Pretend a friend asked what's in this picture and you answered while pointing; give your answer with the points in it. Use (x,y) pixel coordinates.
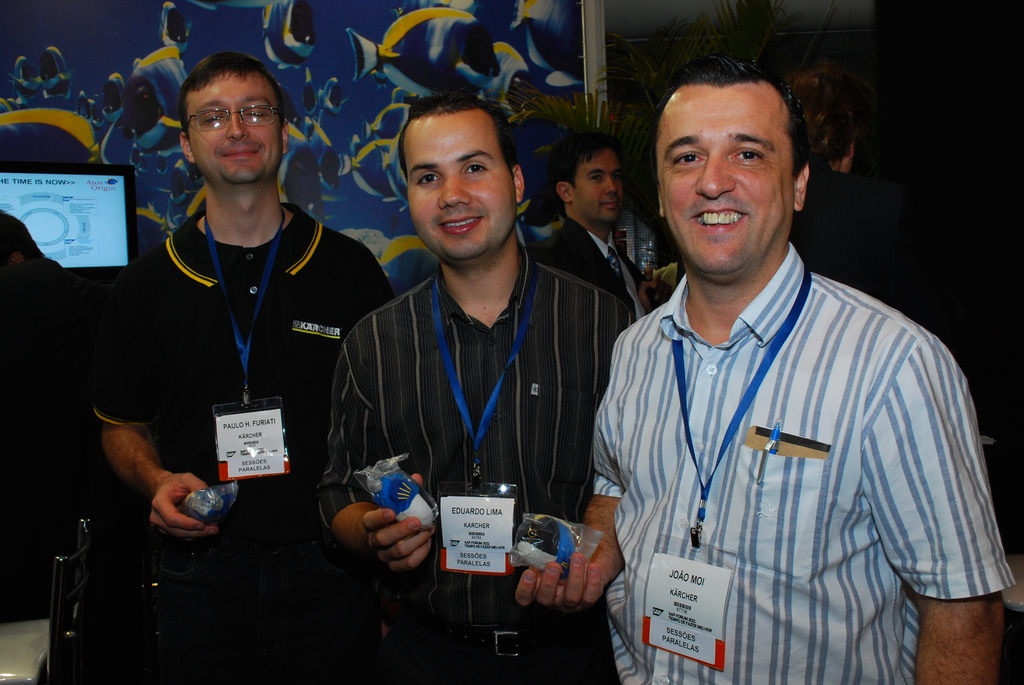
In this image there are three people (437,289) holding some objects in their hands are having a smile on their face (420,123), behind them there is a chair (61,610), monitor (85,239) and a few other people (587,203). Behind the monitor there is a wall (538,179) with some designs (400,97) on it.
